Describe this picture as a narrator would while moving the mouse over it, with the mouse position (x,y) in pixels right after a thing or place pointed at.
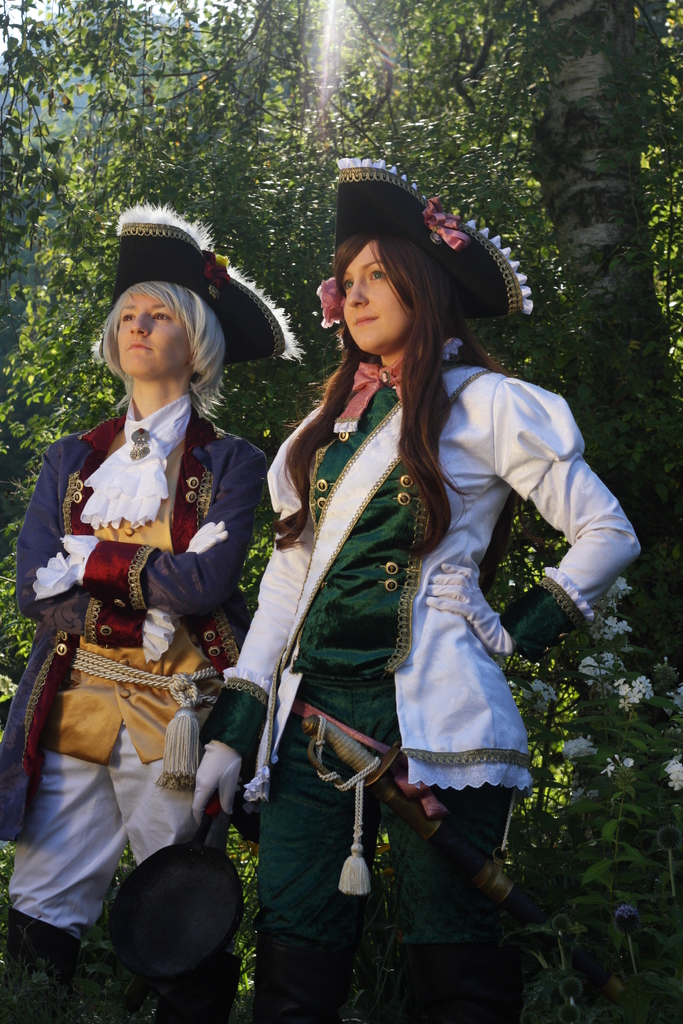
In this image, we can see some trees (527,139) and plants (567,837). There is person (395,585) in the middle of the image (392,450) wearing clothes (426,694) and holding pan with her hand (230,800). There is an another person (148,776) on the left side of the image (193,498) standing and wearing clothes (45,468).
